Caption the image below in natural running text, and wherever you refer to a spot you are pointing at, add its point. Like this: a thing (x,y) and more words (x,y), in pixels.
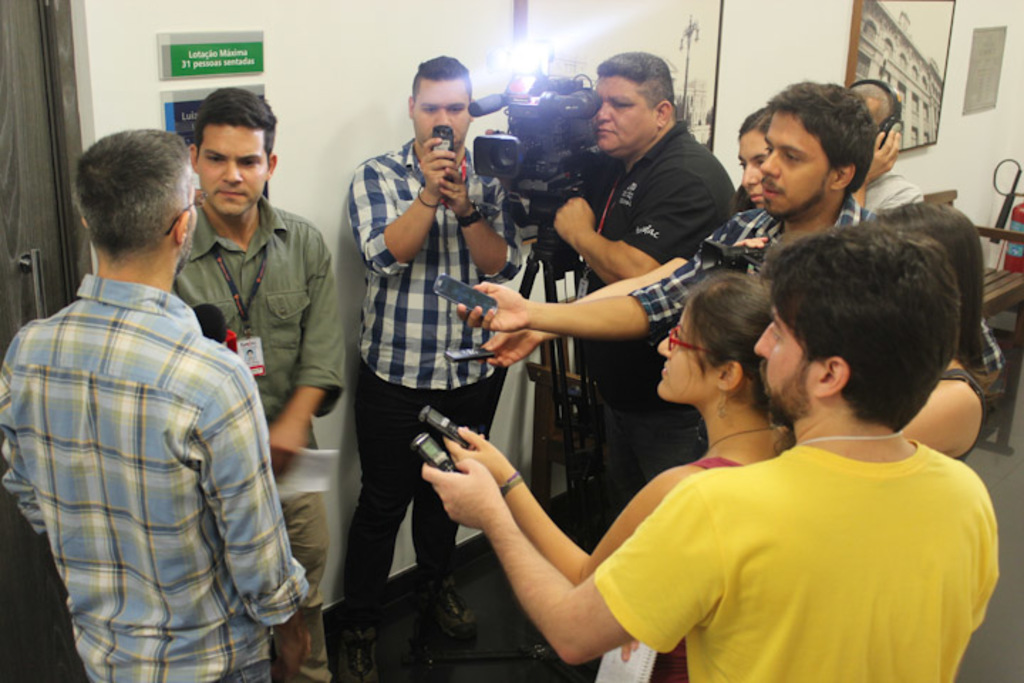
In the middle (655,239) a camera man (646,187) is shooting. On the left side (153,374) a man (180,449) is standing and speaking into microphone (215,327). In the right side (882,619) a boy (809,315) is standing, he wore a yellow color t-shirt (871,566). There is a girl (751,386) in front of him.
